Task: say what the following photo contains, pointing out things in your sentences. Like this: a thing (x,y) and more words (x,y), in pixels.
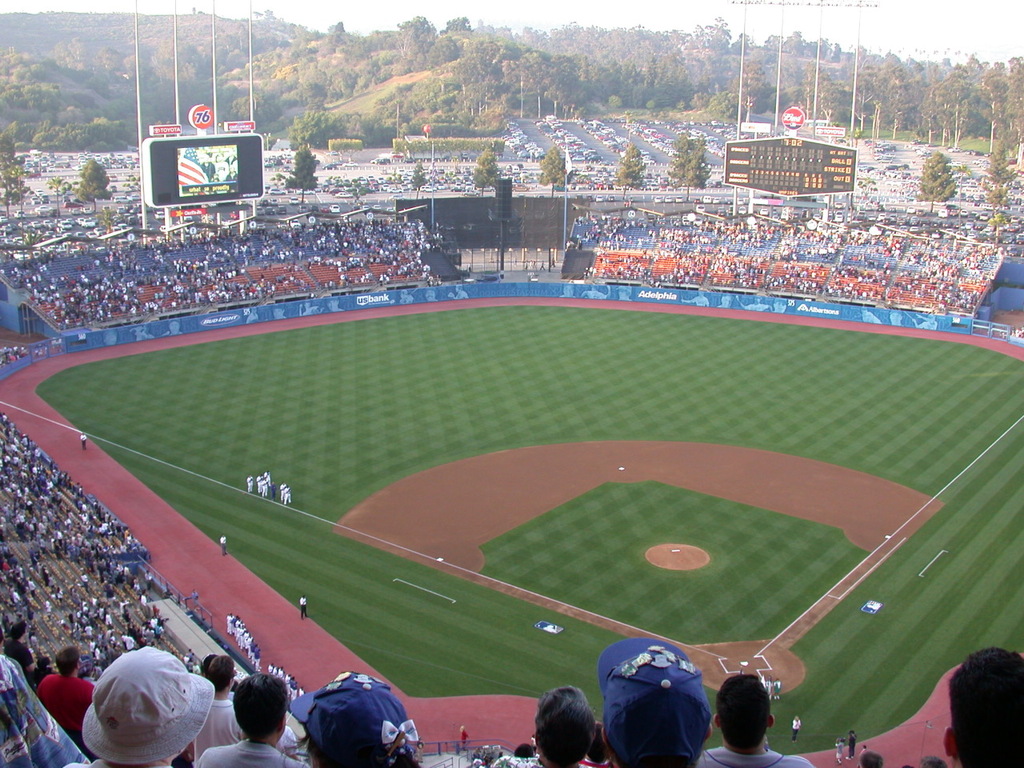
In this image there is a stadium (607,361), screen (166,174), boards (803,180), poles (853,94), grass (440,615), people (89,283), hoardings (377,293), trees (976,62), vehicles (131,197), sky (921,29) and objects (561,206). Something is written on the boards (198,110).
